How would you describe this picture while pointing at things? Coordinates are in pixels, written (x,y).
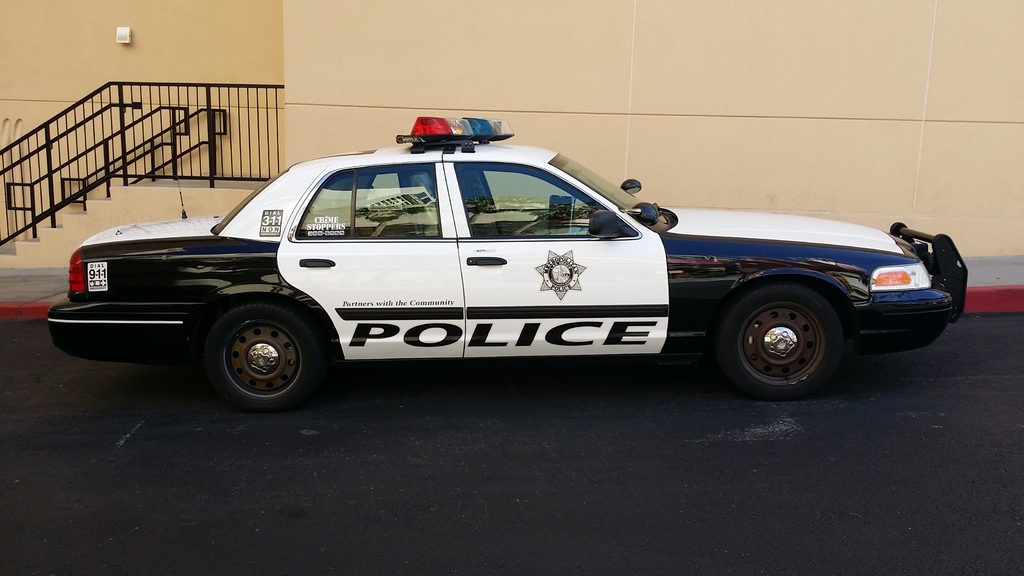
In front of the image there is a car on the road (644,492). Behind the car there is a wall (769,115). On the left side of the image (190,182) there are stairs (134,198). There are railings (140,116).
